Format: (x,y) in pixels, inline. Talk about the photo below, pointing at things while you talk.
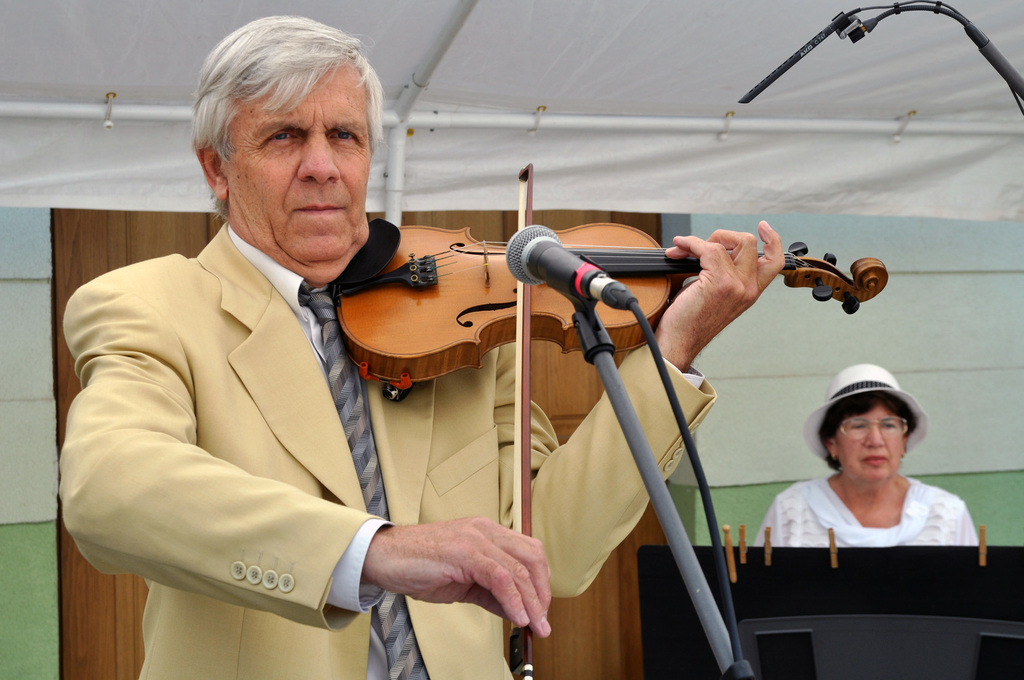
In this image I can see a man (292,632) playing a musical instrument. Here I can see a mic (559,243) in front of him. In the background (881,404) I can see a woman (928,496) in white dress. I can see she is wearing a hat (920,418) and specs (848,423).
